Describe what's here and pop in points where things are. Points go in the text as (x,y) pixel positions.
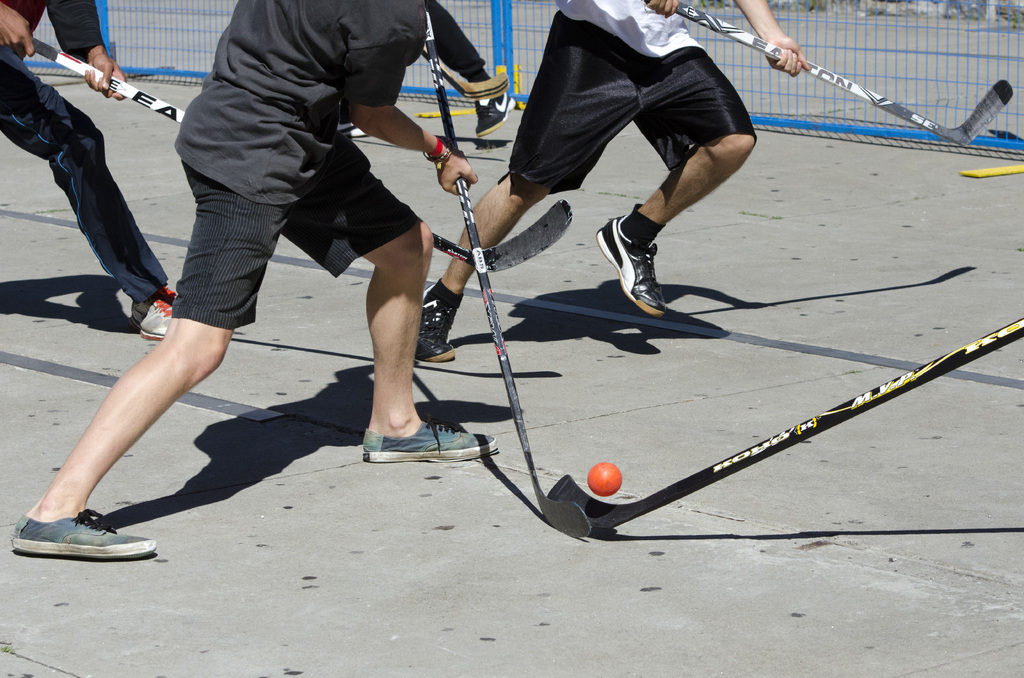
In this image, we can see persons (416,145) holding sticks (739,38) and playing hockey. There is a ball (605,467) at the bottom of the image (604,486). There is a mesh (523,53) at the top of the image (157,31).
